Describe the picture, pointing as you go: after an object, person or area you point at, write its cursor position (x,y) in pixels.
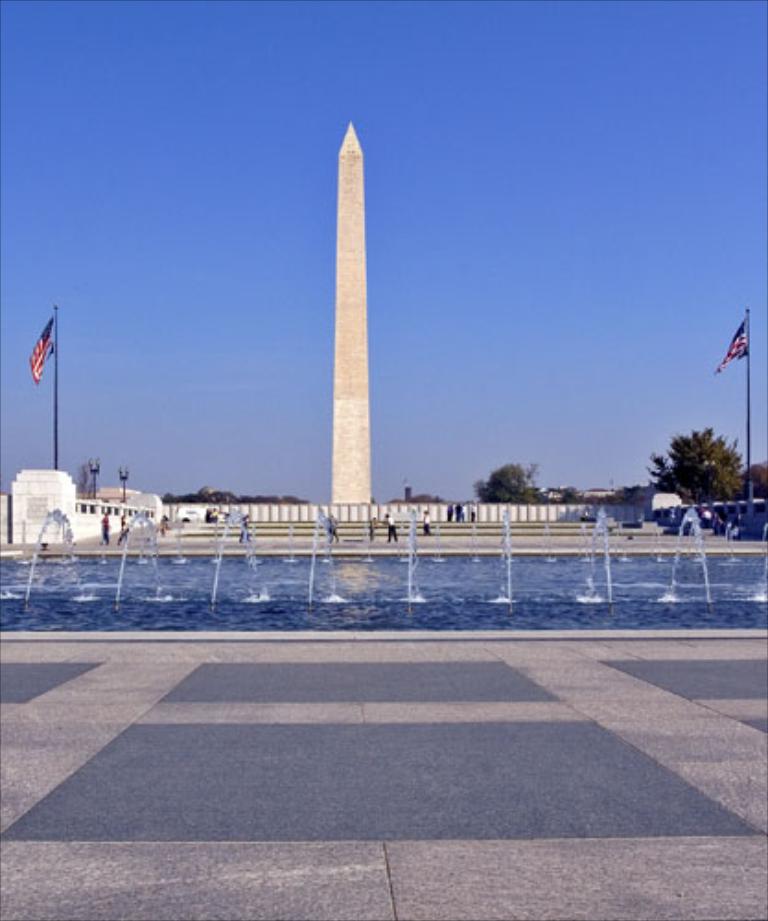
In this image we can see the fountain (366,615). In the background (375,523), we can see people (124,538), trees (672,479), flags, buildings (47,512) and a tower (335,493). At the top of the image (419,93), we can see the sky (612,125). At the bottom of the image (479,811), we can see pavement (674,835).
